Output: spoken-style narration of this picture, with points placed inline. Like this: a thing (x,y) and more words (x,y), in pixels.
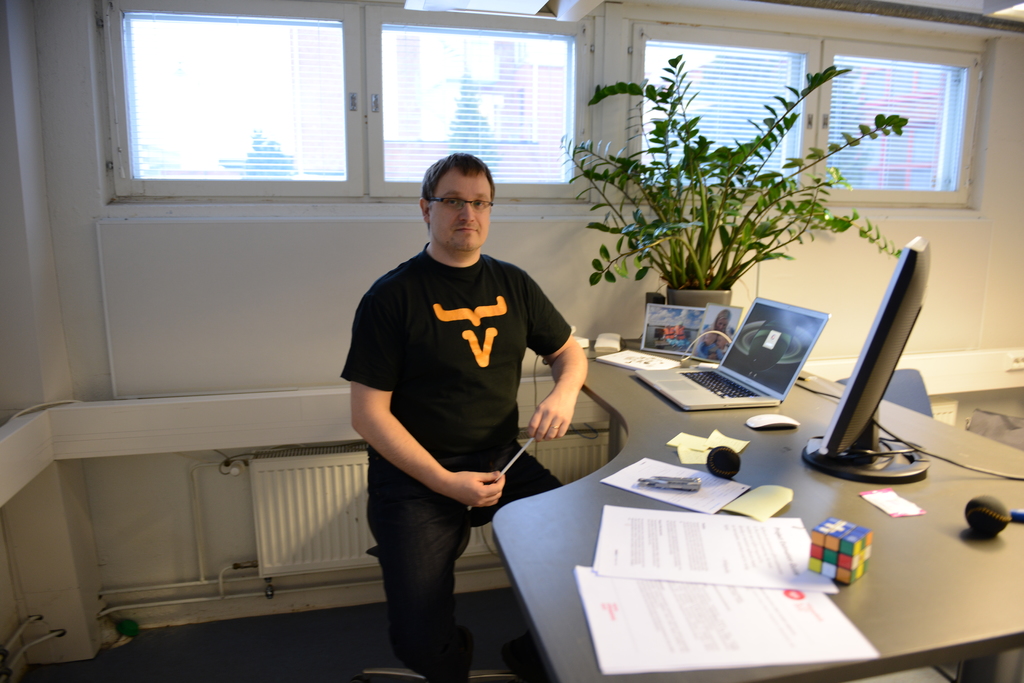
In the picture we can find a man (448,370) with black T-shirt (431,374) near the desk (627,406). On the desk (643,399) we can find some papers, laptop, computer systems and plants (725,253), background we can find the windows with glass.
